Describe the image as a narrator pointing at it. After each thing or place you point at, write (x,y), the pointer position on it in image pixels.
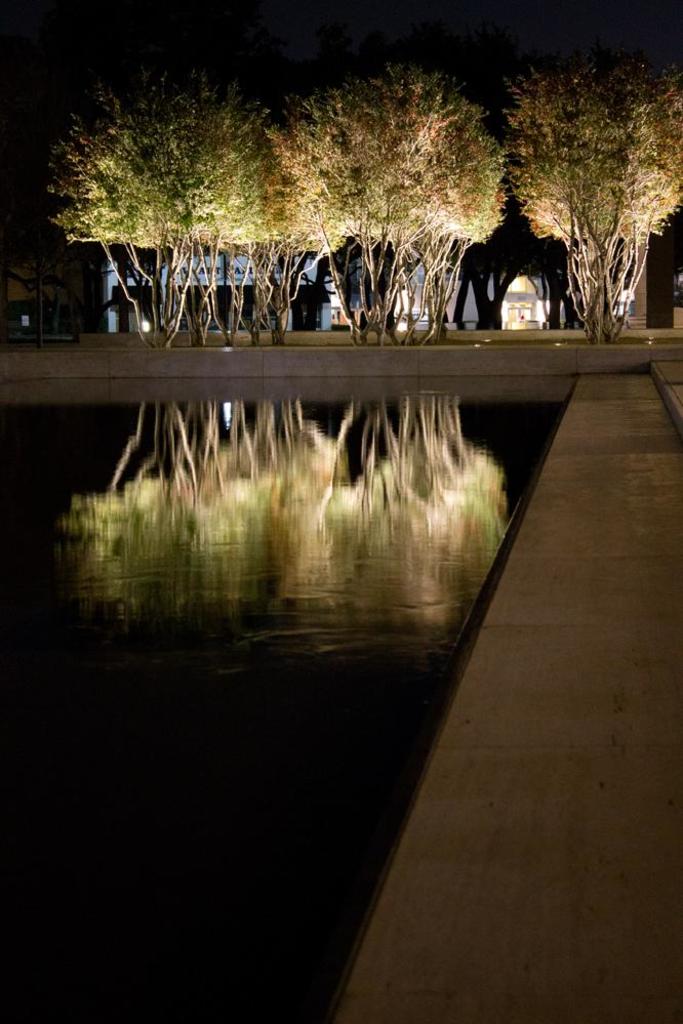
In this image I can see water (294,420) in the front (368,561). In the background (625,97) I can see number of trees (264,174), few lights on the ground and few buildings (650,243). I can also see reflection (241,455) of trees (170,498) on the water (368,475).
